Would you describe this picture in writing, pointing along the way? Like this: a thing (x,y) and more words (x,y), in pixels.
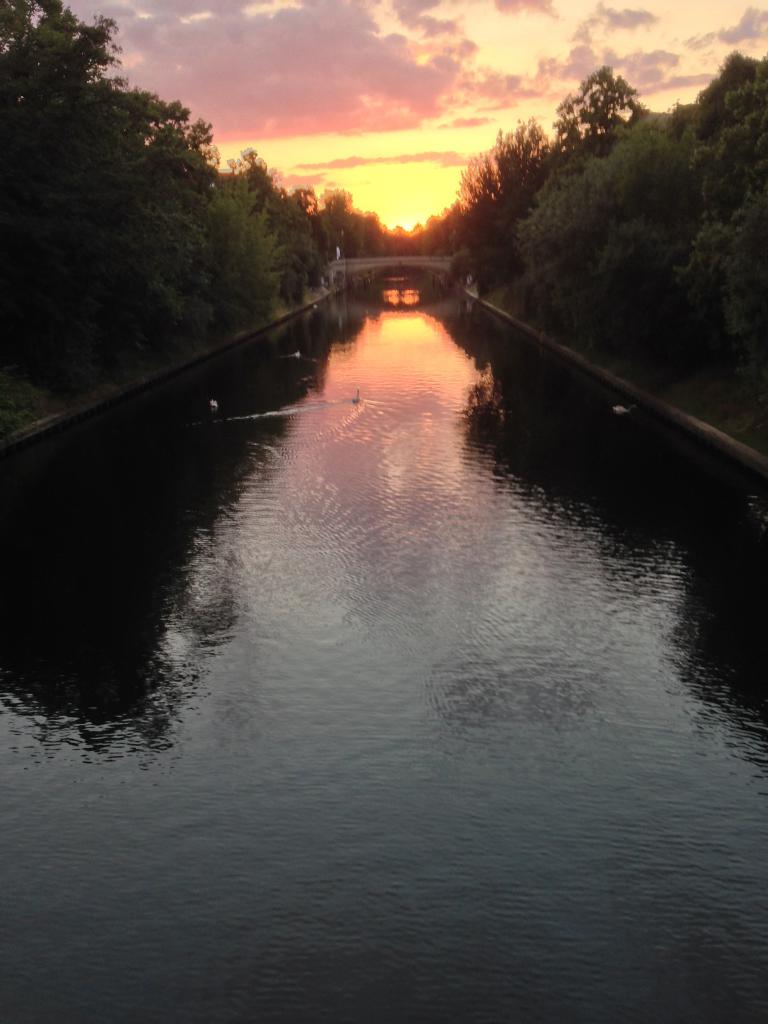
In the foreground of this picture (436,549), there is a canal (428,428) to which trees (148,229) are on either side. In the background (412,177), we can see the sunset (398,192), sky (333,103) and the cloud (322,69).
